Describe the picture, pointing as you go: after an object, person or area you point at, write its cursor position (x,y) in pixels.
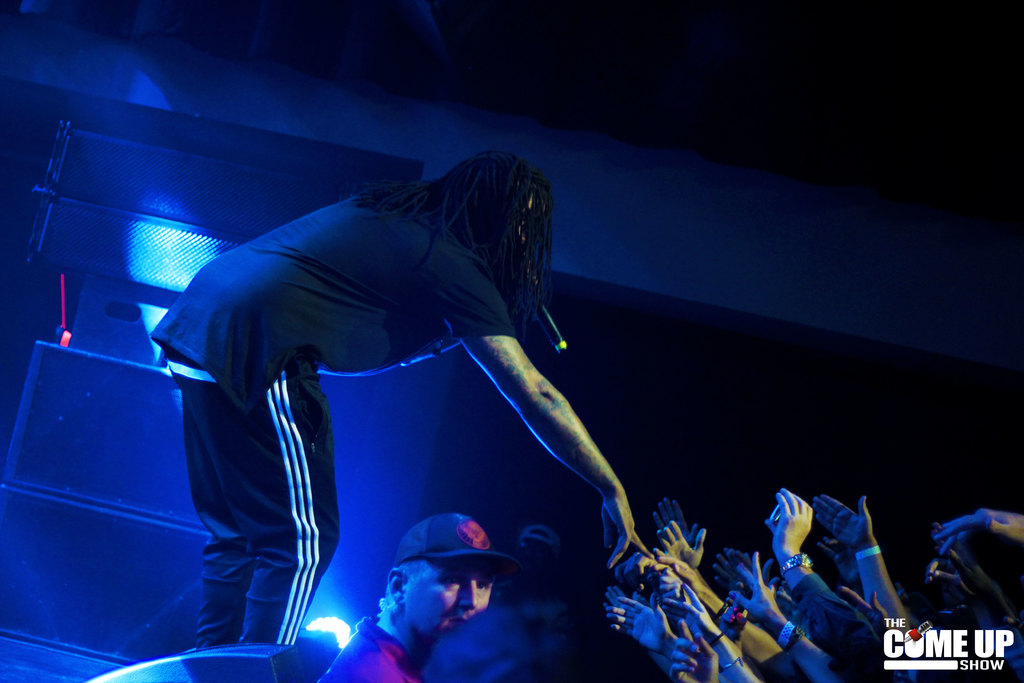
In this image, I can see a person (304,468) standing and holding a mike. At the bottom of the image (491,560), there are group of people (780,669) and the watermark (923,663). On the left side of the image (118,540), these are the speakers (144,308). The background (890,399) looks dark.
